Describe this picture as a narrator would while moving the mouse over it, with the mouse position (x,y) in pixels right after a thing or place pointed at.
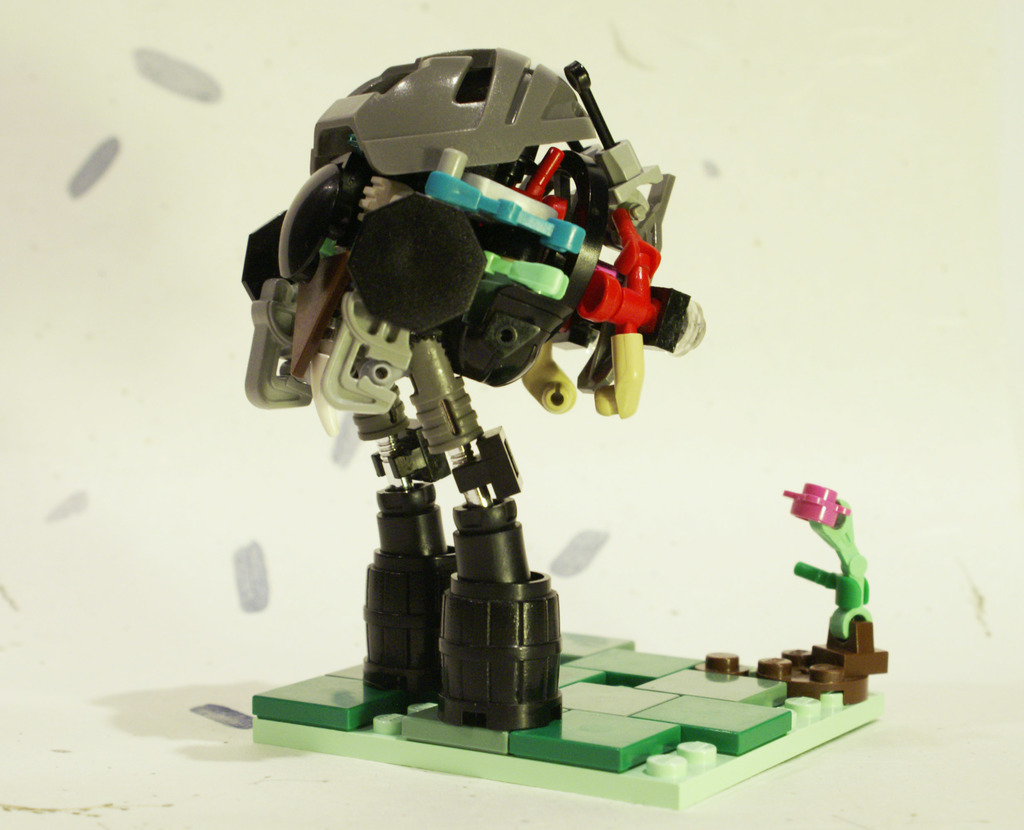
In the center of the image (427,386) there is robot toy (440,98). In the background of the image (68,224) we can see a plain surface (73,203).
